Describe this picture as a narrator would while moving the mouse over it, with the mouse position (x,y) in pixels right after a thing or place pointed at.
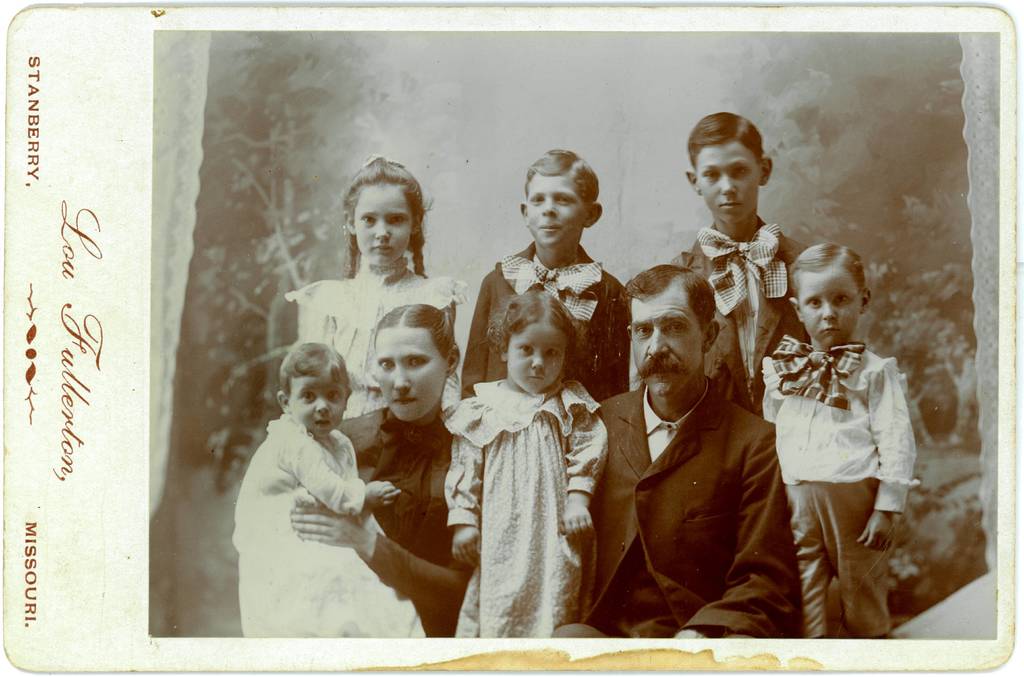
In this image, we can see a card (385,590). In the card (324,412), we can see a picture (470,414) and some text (100,358). Here we can see a group of people (580,585) are watching. Background we can see few plants (923,322).
